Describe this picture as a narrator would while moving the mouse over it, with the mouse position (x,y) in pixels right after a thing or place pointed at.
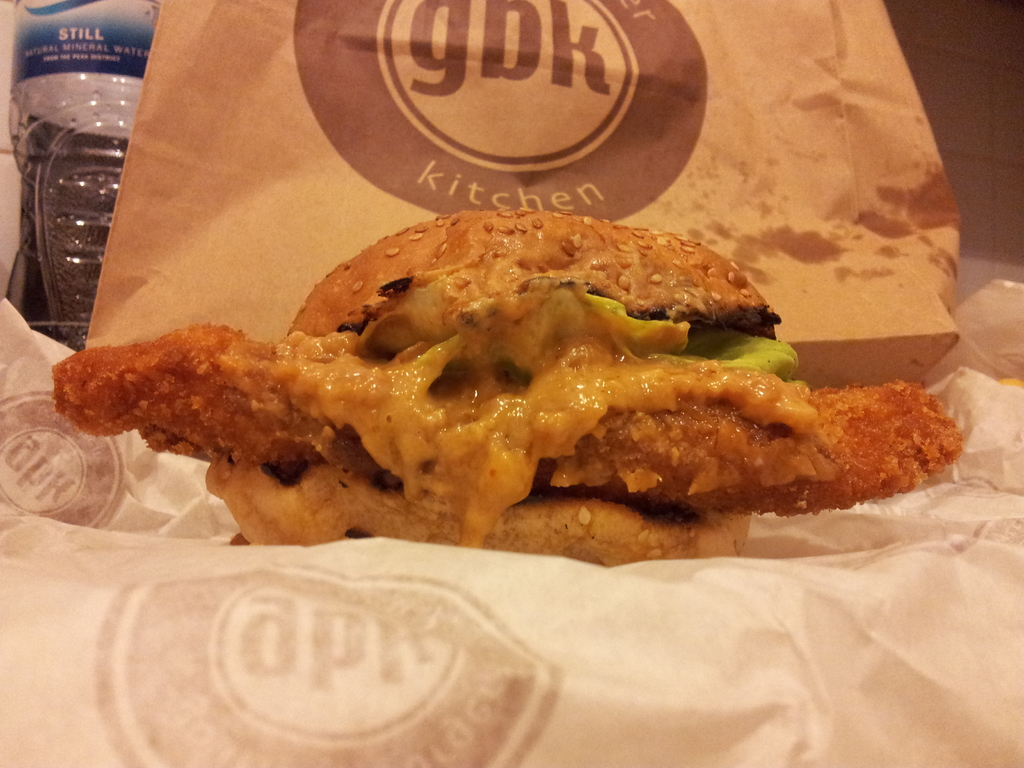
In this picture I can see there is some food (330,409) and it is wrapped in the paper (272,703), in the backdrop (162,288) there is a carry bag (249,210) and a water bottle (62,136).
